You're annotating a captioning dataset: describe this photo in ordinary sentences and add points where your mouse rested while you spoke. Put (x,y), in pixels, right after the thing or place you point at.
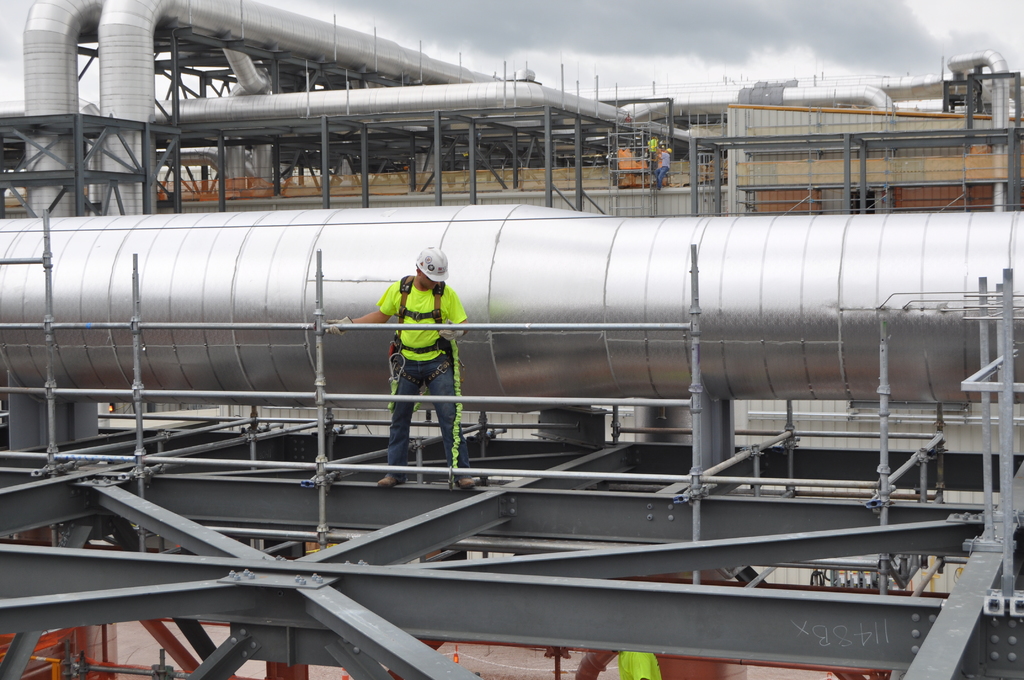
In this image we can see a person (408,334) wearing green color T-shirt (430,332), blue color jeans (425,371) also wearing white color helmet (437,260) standing on rods (448,472), we can see some pipes (292,265) and persons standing in the background of the image (894,341) and top of the image (89,94) there is cloudy sky (567,72).
